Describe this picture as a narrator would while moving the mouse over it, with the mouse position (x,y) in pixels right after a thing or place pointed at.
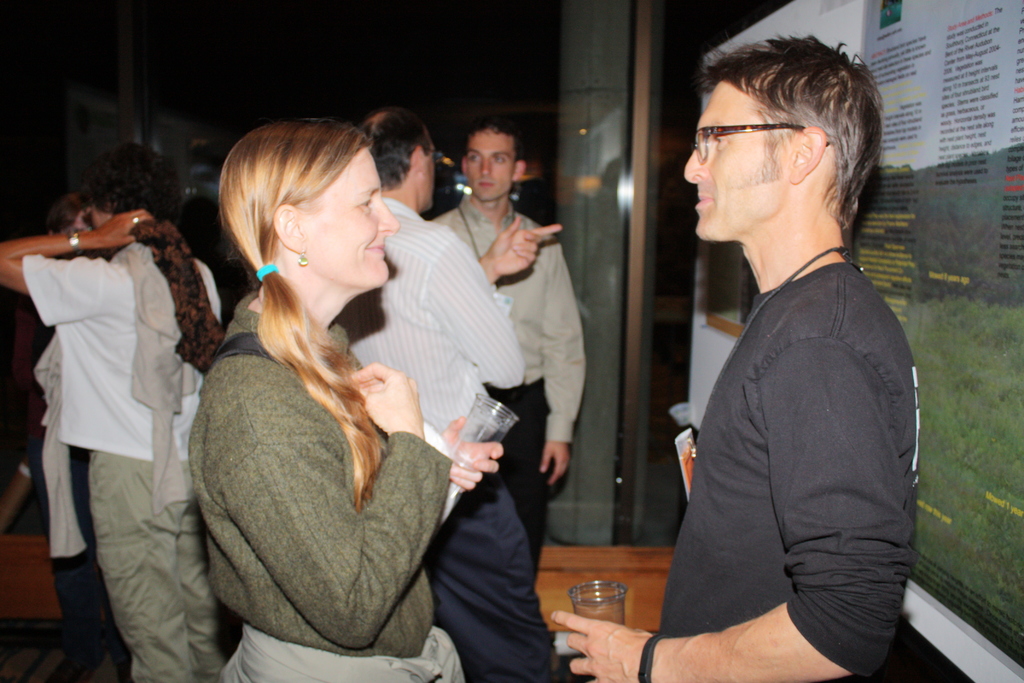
In the center of the image (419,452) a lady (291,446) and a man (806,380) are standing and holding a glass (603,601) in their hand (455,420). In the background of the image (532,402) we can see some persons (98,413) are standing. On the right side of the image (897,87) we can see a board (852,228), wall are present. At the bottom left corner (112,664) floor (106,678) is present.
